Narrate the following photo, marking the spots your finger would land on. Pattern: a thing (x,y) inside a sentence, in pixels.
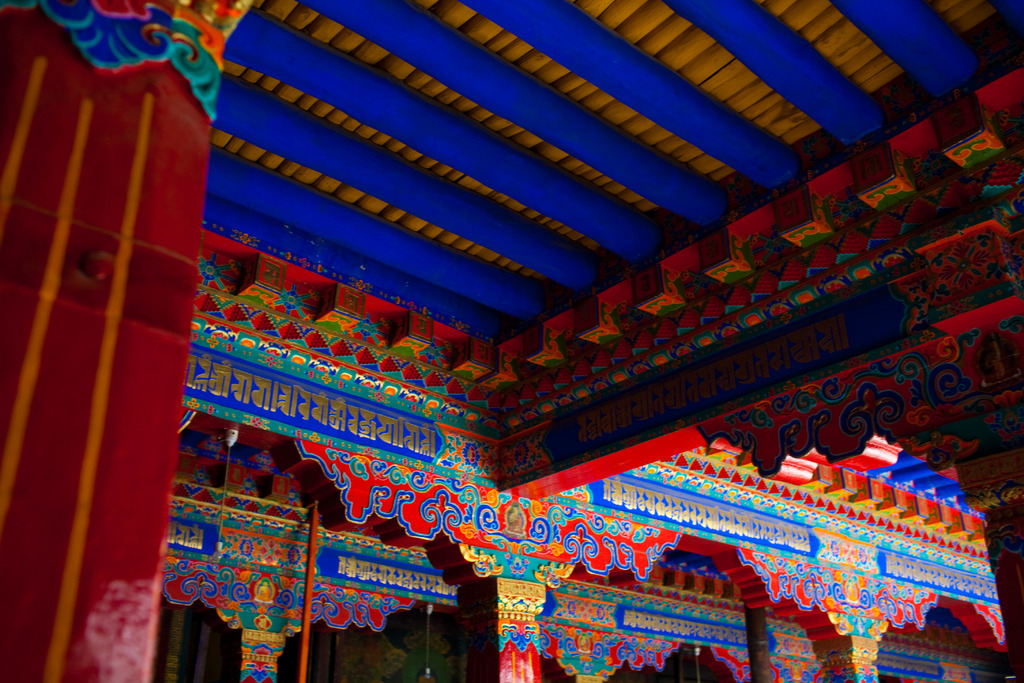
In this picture I can see there is a ceiling (537,302) and it has some colorful designs (555,534) and the pillars (840,629) are in red in color.
